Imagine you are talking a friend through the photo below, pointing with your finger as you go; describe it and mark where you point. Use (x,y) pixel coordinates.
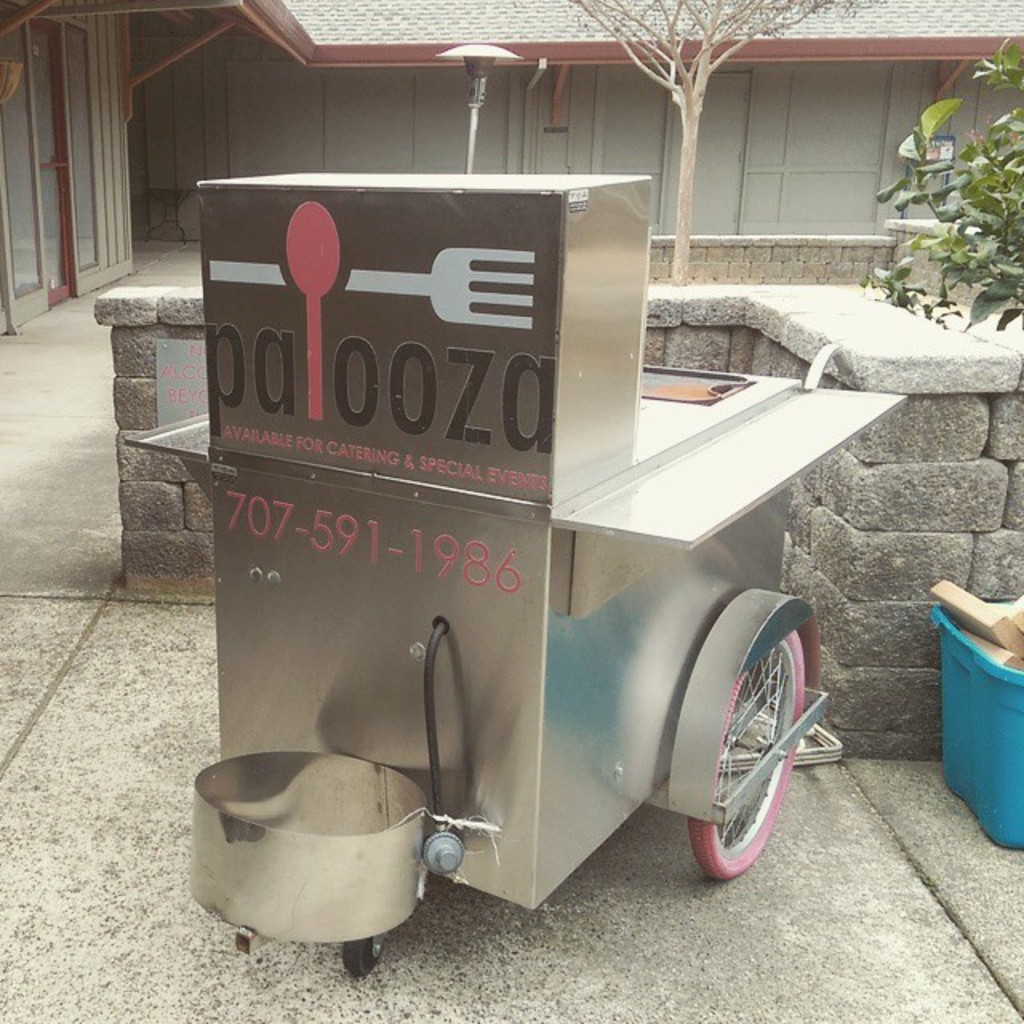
In this image we can see a vehicle (523,563) which looks like a food stall (502,487), in the background (783,296) there is a wall (773,284), trees (967,265), a light pole (480,103), and a building (501,105) and on the right side (978,671) there is a tub (978,656) with few objects (994,618) in it.
